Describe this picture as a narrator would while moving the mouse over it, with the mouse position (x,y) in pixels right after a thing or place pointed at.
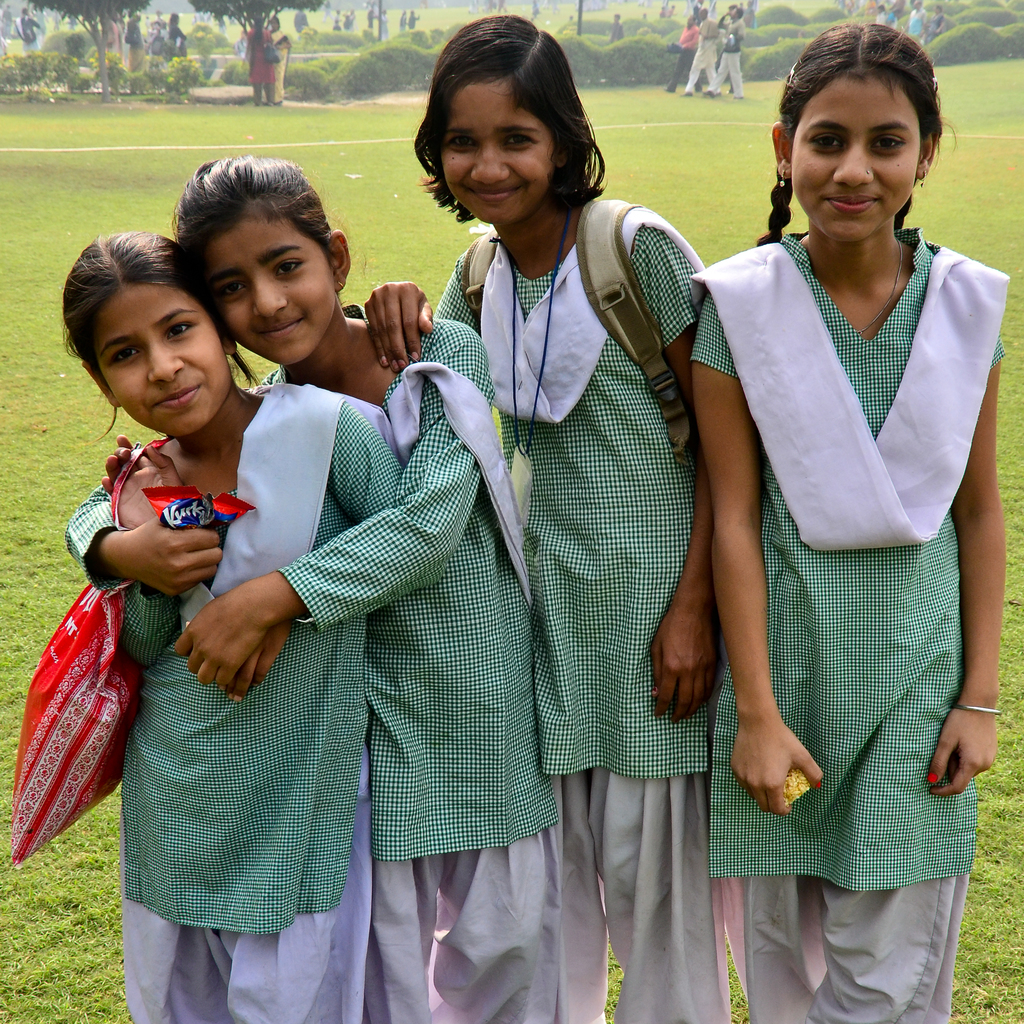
In this picture we can see group of people (450,473), few are standing and few are walking on the grass (447,262), in the background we can find few trees (110,15), on the left side of the image (124,604) we can see a plastic bag (93,710).
